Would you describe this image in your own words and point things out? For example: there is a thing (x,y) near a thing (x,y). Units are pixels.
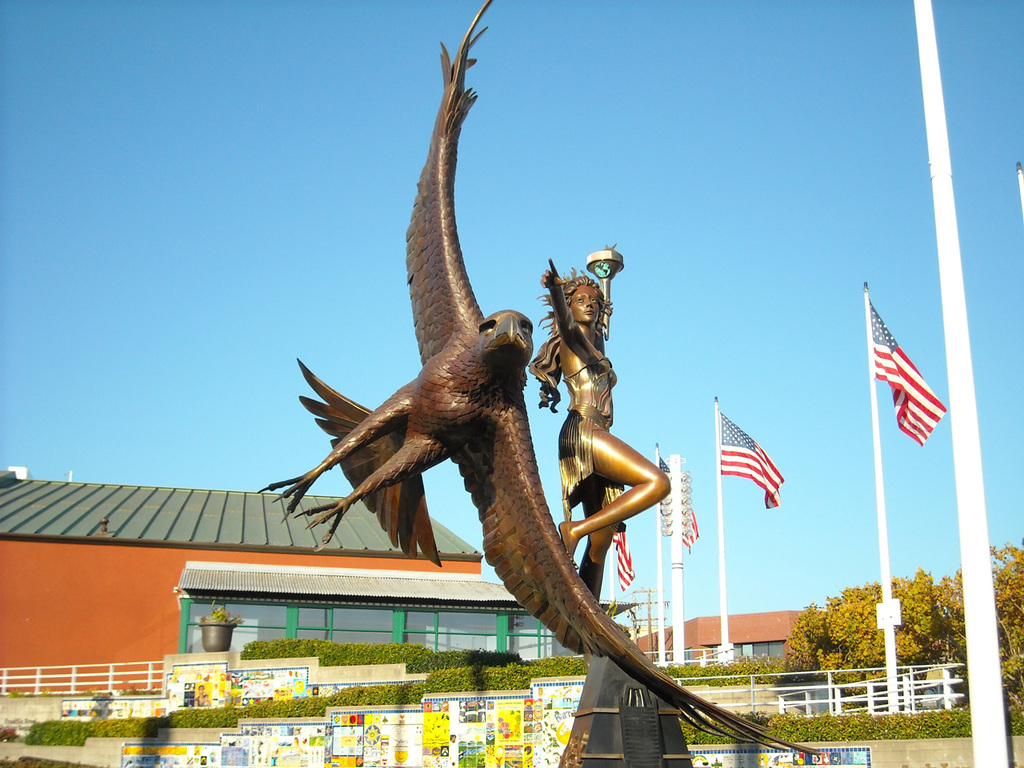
In the center of the image (490,392), we can see a sculpture (535,468) and in the background (884,546), there are flags (629,582) and we can see poles (660,599), trees (869,625), sheds (432,632), hedges (476,665), railings (103,675), a flower pot (232,620) and we can see posters (485,725) on the wall (399,711). At the top (184,159), there is sky (216,196).
